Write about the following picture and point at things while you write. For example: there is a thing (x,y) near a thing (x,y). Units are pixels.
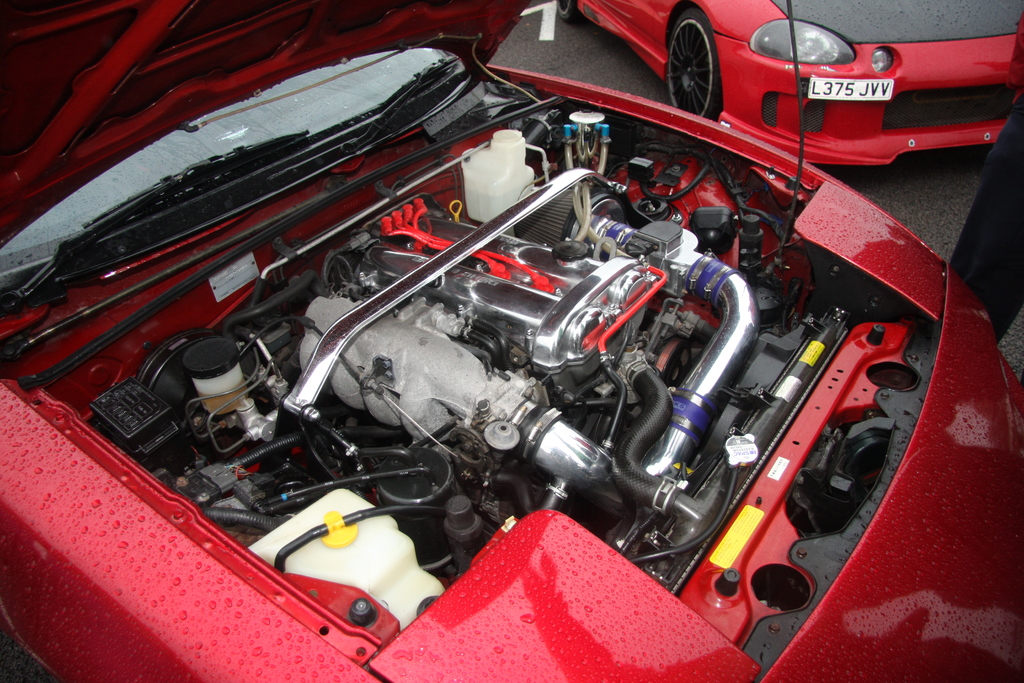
In this image I can see front of part of the car (632,270), on which there are cable wires (720,166), other objects (707,216), pipes (732,271) visible, in the top right corner (871,31) I can see another car (653,22), may be leg (1008,273) of person (997,221).
